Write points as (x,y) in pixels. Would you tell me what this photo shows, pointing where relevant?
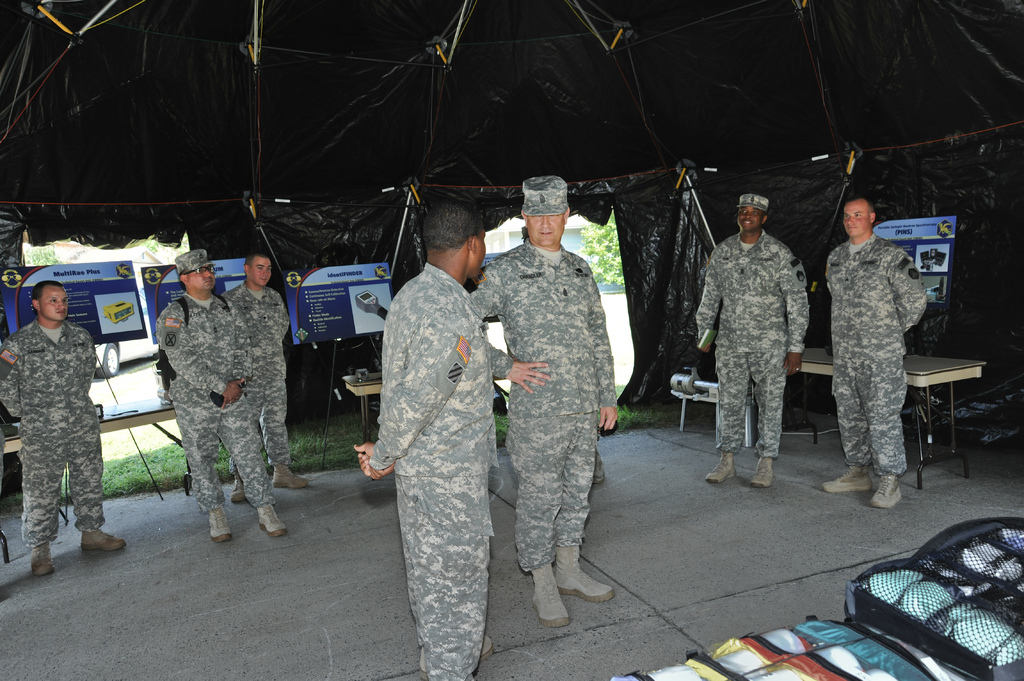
In this picture, i can see few people (198,465) standing under a tent (652,105) and few boards (329,293) with text (314,305) and couple of tables (352,383), few boxes (872,595) on the ground (572,645) and few of them wore caps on their heads (744,224) and a car (126,350) and i can see a building (581,247) and trees (594,261).
